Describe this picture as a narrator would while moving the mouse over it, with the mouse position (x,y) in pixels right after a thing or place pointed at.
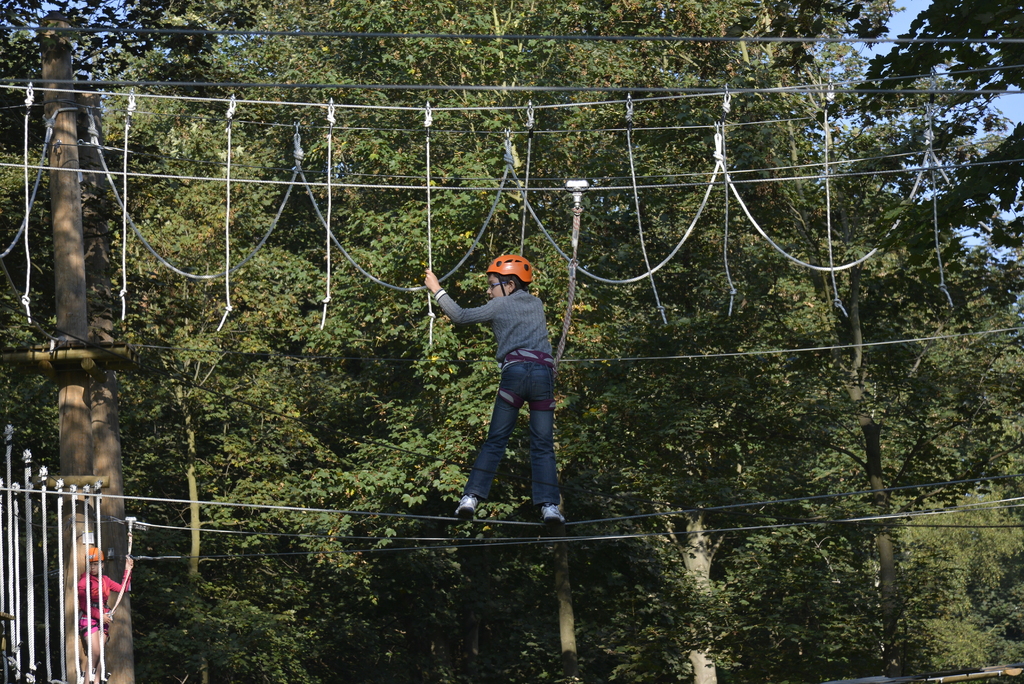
In this image, we can see ropes (467,521) and kid (504,411) standing on a rope (538,525) and holding a rope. We can see a kid (530,357) tied with a rope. On the left side of the image (77,457), we can see wooden poles (82,472), ropes (33,645) and another kid (101,596) standing and holding a rope (126,589). In the background (585,418), there are so many trees (794,366) and the sky (1012,259).
